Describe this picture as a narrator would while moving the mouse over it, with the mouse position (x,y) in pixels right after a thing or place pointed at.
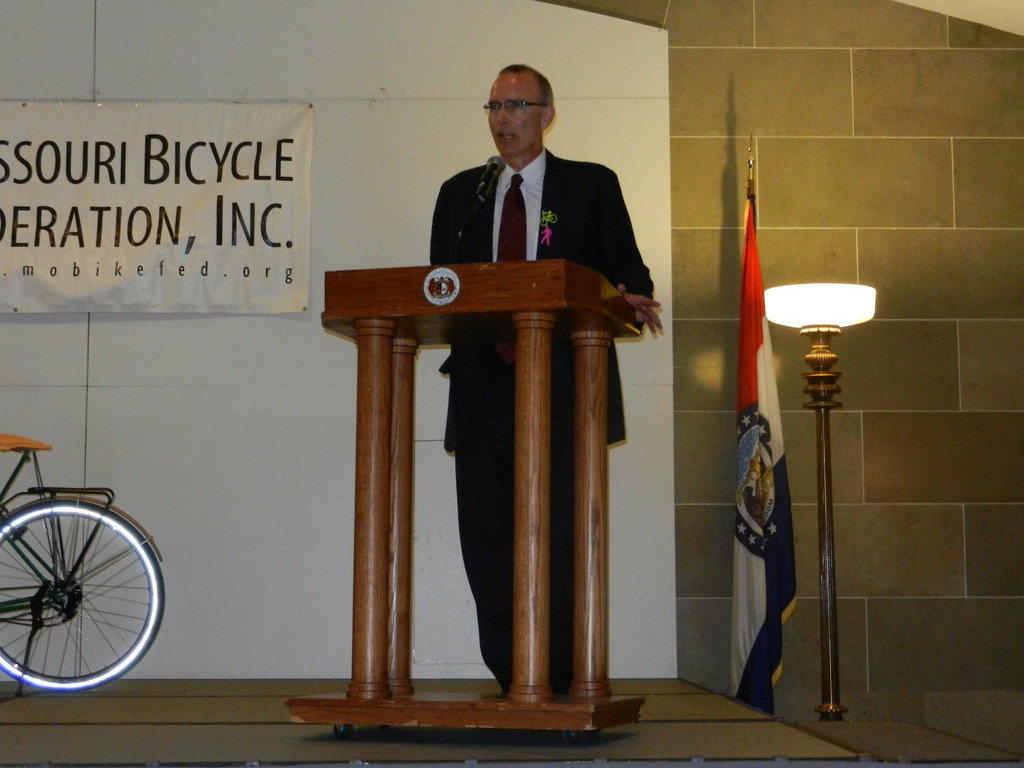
In this image in the center (469,352) there is one person (510,180) who is standing, in front of him there is one podium (591,580) and one mike (499,166) it seems that he is talking. In the background (670,377) there is a wall (212,339), on the left side (196,243) there is one board (102,267) and cycle (26,557). On the right side (754,438) there is one light (820,377) and flag (778,423).
